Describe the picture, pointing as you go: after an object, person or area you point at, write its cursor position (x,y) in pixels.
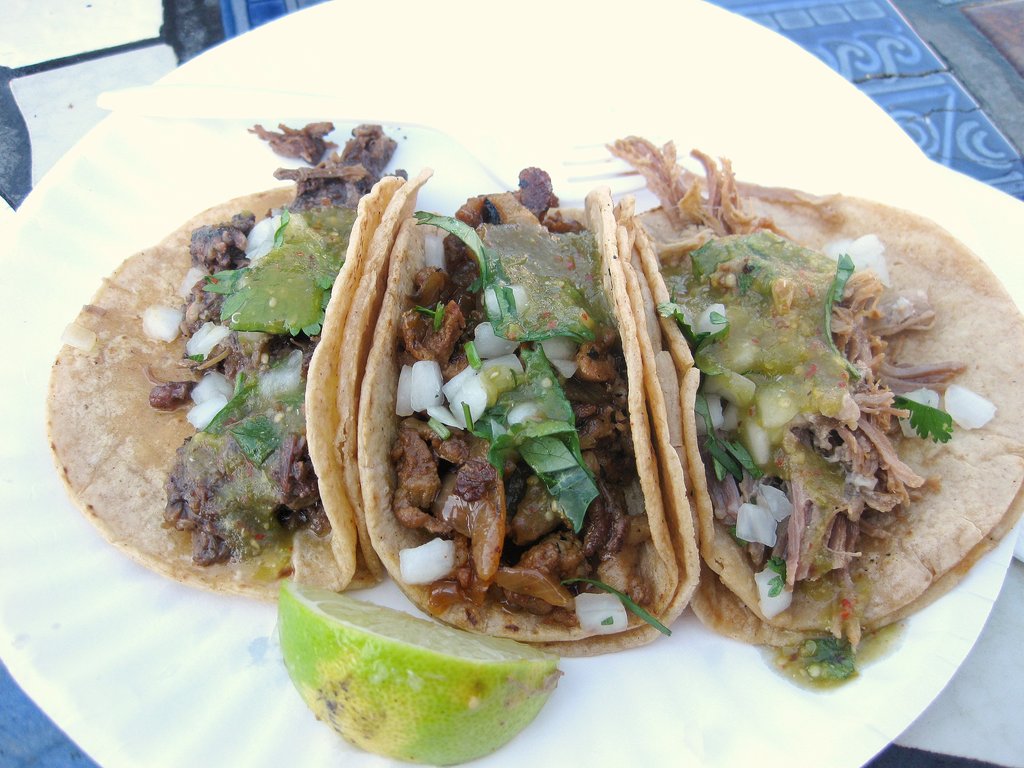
In this image I can see a white colour plate (99,709) and on it I can see different types of food (617,350) and a lemon (349,712).
